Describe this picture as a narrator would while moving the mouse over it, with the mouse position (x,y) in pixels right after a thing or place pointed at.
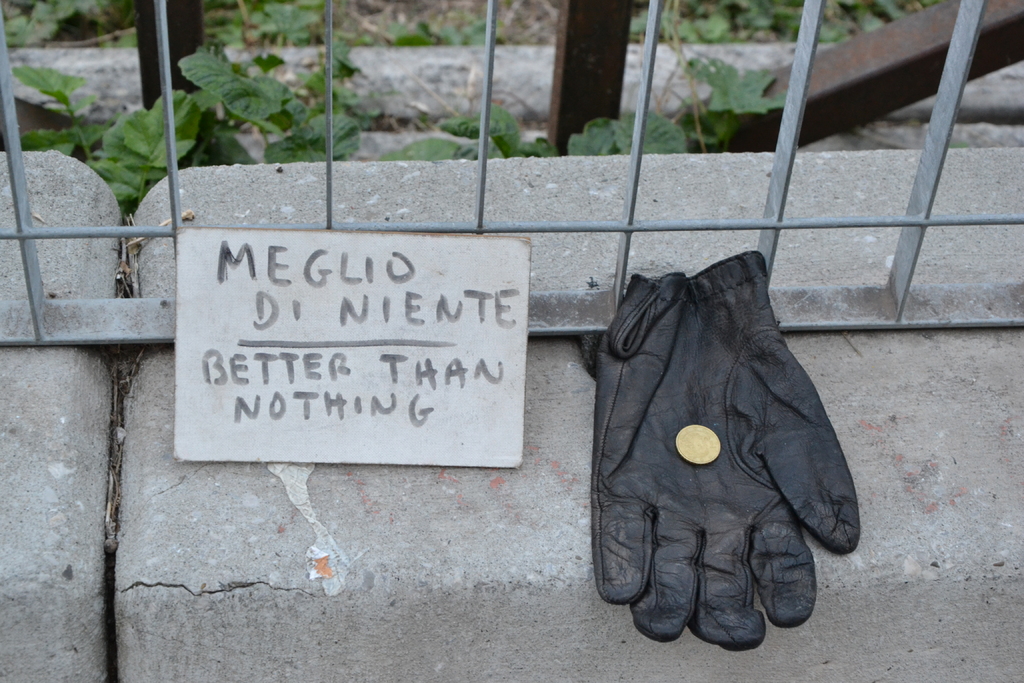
In this picture we can see a glove (718,465) with a coin (706,463) on it, name board (375,366), rods (556,228), stones (525,219) and in the background (193,121) we can see leaves (182,131).
